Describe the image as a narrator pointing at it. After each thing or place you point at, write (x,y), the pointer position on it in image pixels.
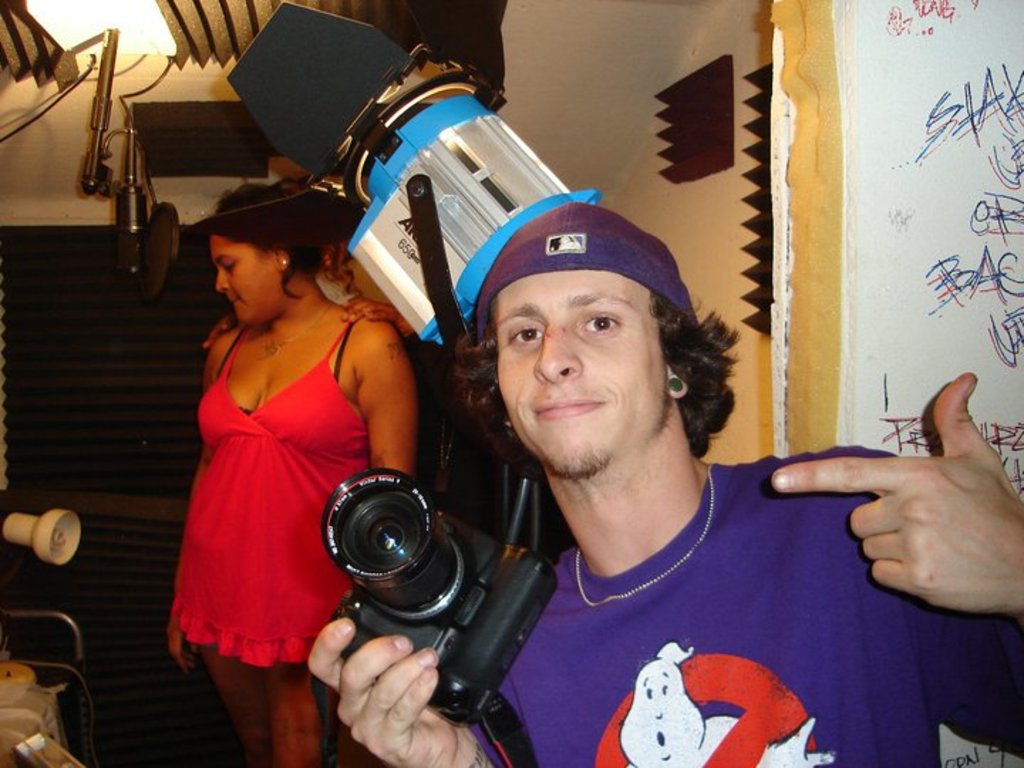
In this Image I see a man (515,255) who is smiling and holding a camera (367,508), In the background (300,528) I see a woman (233,526) who is standing and I see few equipment (488,136) and a light (294,104) over here and I see the wall (753,216).
